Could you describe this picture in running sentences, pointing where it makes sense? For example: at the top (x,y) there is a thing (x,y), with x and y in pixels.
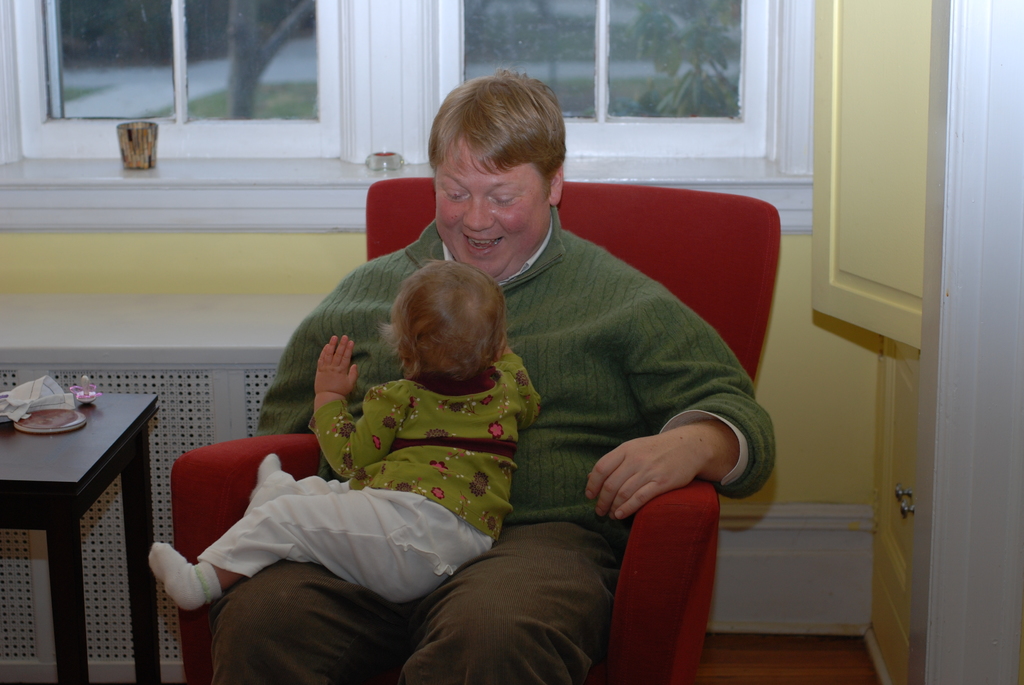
Here we can see that a man (490,138) sitting on the chair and smiling, and a baby (432,416) in front (402,405), and at side there is the table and some objects (33,399) on it, and at back (129,95) there is window (165,7), and we can see trees (255,40) at back, and here is the wall (804,592).
